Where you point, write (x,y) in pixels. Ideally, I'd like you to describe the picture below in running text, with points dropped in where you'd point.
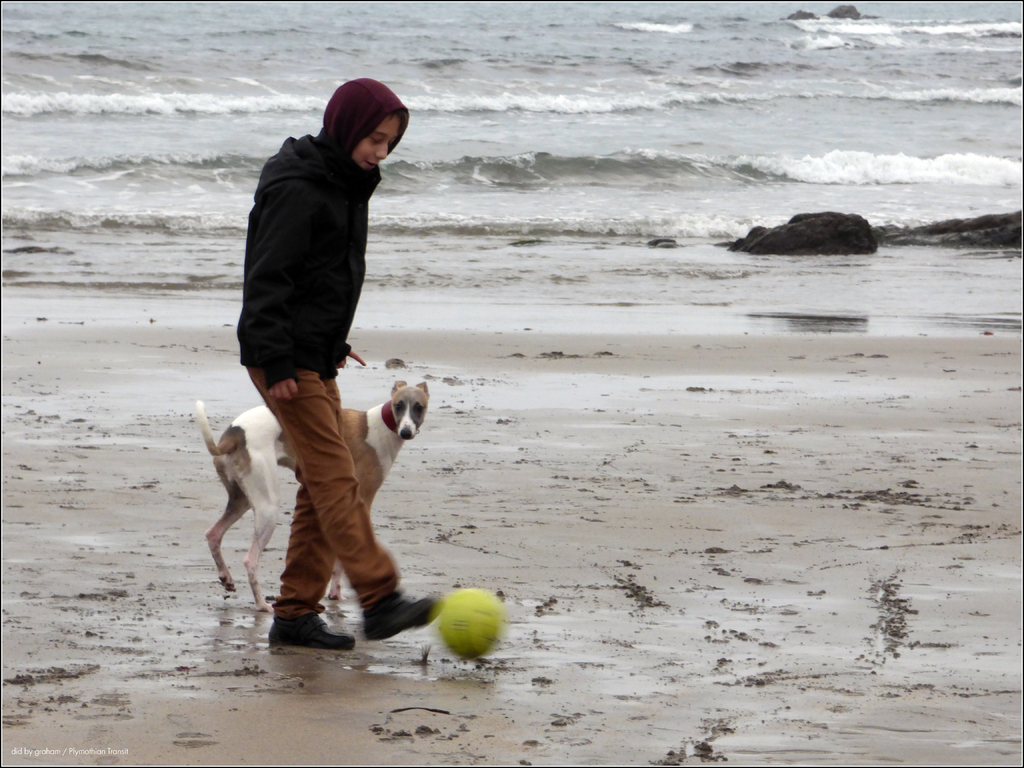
In this image I see a person (315,292) who is wearing hoodie (270,191) and brown color pants (359,590) and I see a ball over here which is of green in color and I can also see a dog (393,454) which is of white and brown in color and I see the sand (781,342). In the background (61,319) I see the water (22,307) and the rocks (814,221) over here.
